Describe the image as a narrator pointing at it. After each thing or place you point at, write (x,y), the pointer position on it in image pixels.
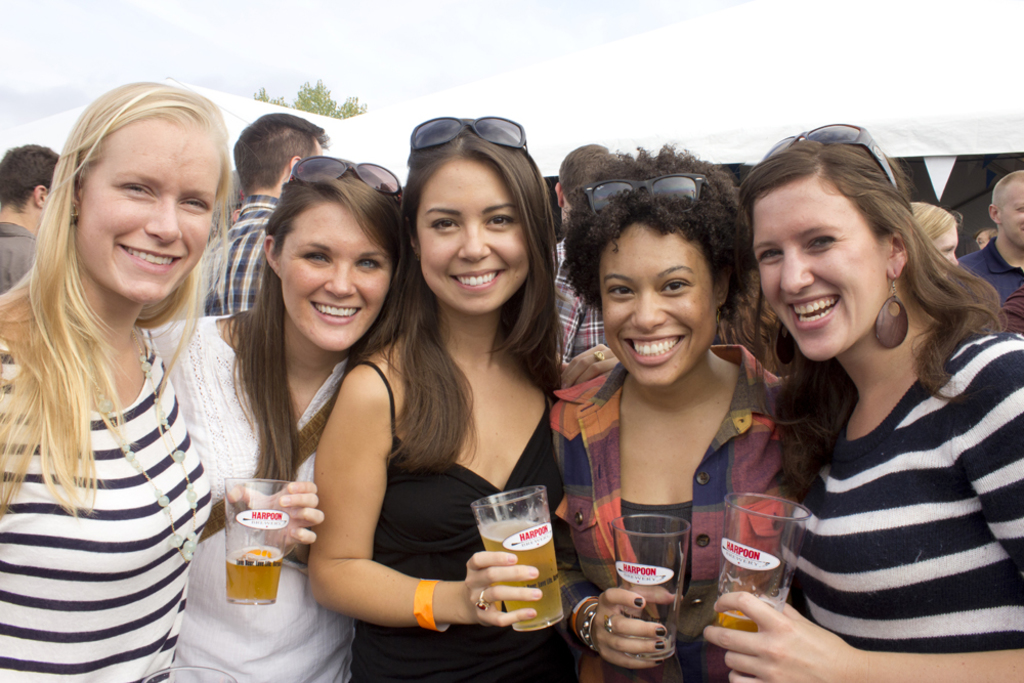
In this picture we can see a group of girls (484,183) standing, and holding a beer cup (616,554) in their hand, and at back (303,129) there are many members (315,133) standing, and at above there is sky (381,34).
